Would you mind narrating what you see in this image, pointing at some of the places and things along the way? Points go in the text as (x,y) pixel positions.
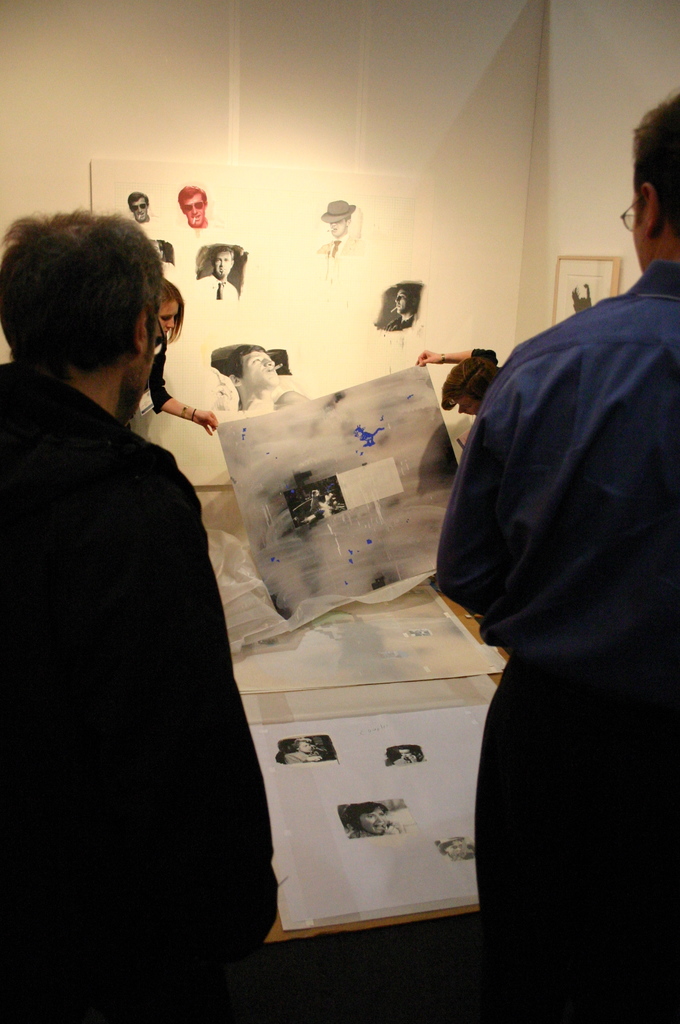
In this image I can see a person (104,636) wearing black dress (102,714) and another person (505,499) wearing shirt (583,471) and pant (588,702) are standing. In front of them I can see few papers (381,784) on the table (384,749). In the background (536,281) I can see two other persons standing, the wall (460,121), a photo frame (574,264) and few pictures (341,251) of a person (263,350).
